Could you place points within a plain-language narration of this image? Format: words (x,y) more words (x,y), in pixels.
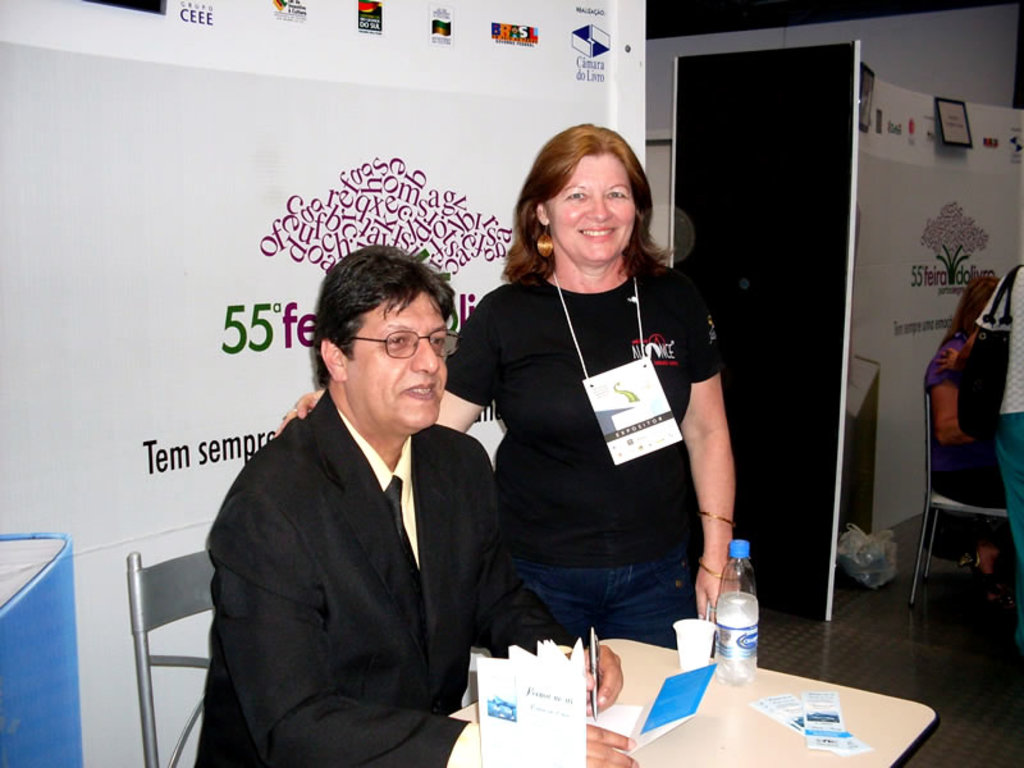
There is a man (355,573) in black dress (376,560) wearing spectacle (396,340) is sitting on a chair (169,662). A lady (592,441) is standing wearing a tag (626,396) near to him. In front of him there is a table (637,697). On the table (740,700) there is bottle (740,602), glass (688,630), and book (670,705). In the background (185,278) there is a banner (119,232).
